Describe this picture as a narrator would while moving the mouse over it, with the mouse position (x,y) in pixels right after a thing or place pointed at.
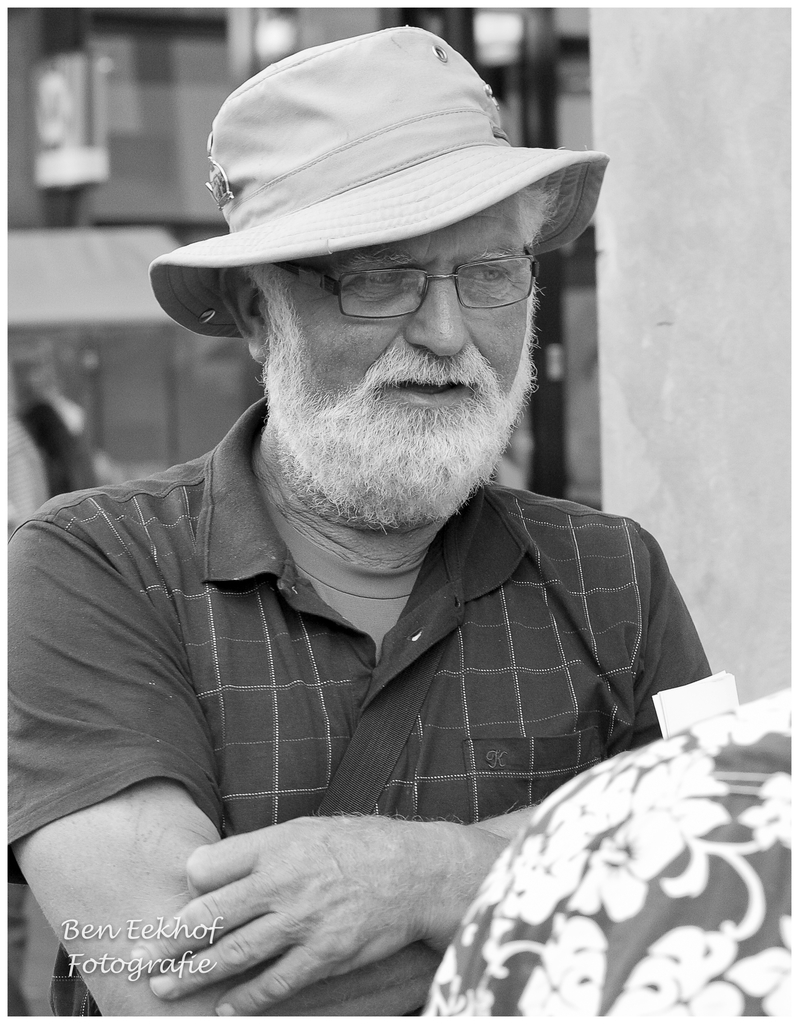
This is a black and white image. I can see a person (239,725) with a hat (322,233), spectacles (367,291) and T-shirt (218,701). The background (695,331) is blurry. At the bottom left side of the image (179,968), I can see a watermark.
